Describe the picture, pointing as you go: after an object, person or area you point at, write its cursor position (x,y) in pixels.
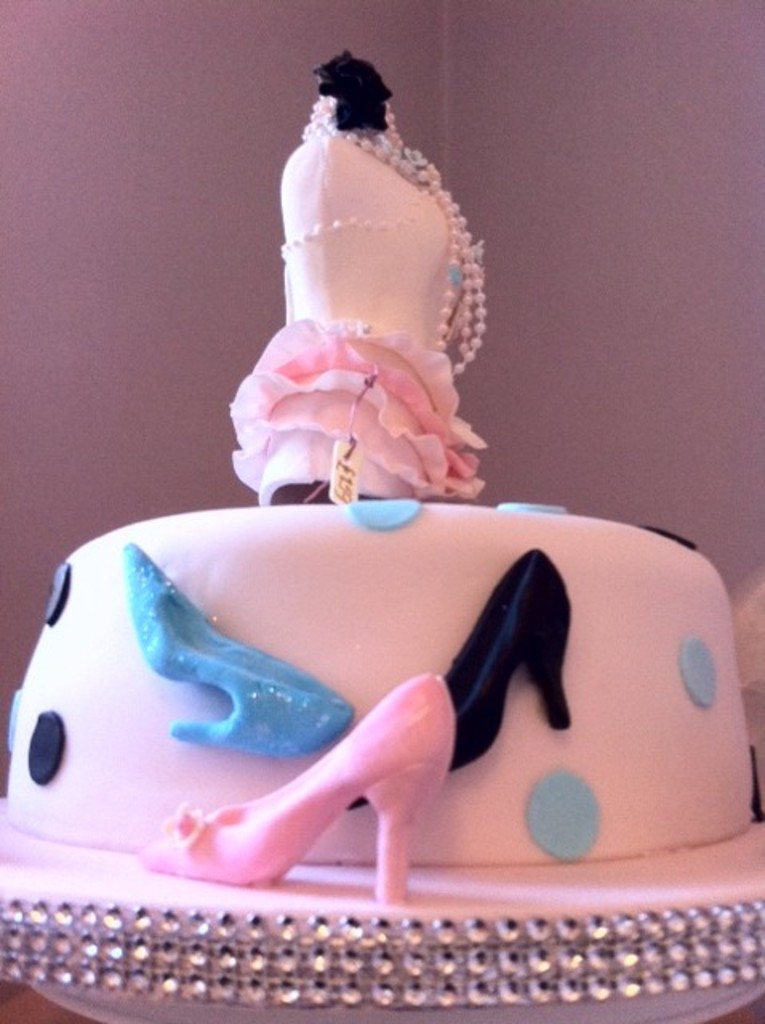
In the center of the image (361,663) we can see a cake (456,537). In the background (679,282) there is a wall (170,225).
